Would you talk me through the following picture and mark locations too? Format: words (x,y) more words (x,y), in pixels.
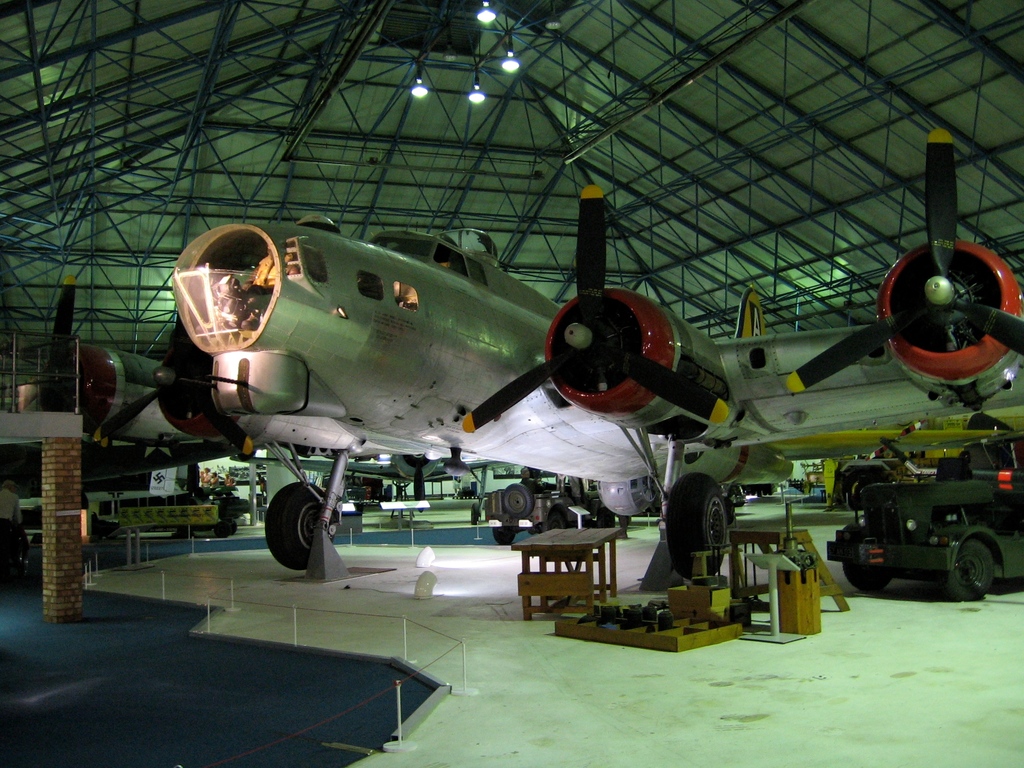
in this image I can see an aircraft (750,370) and a vehicle (902,483).
